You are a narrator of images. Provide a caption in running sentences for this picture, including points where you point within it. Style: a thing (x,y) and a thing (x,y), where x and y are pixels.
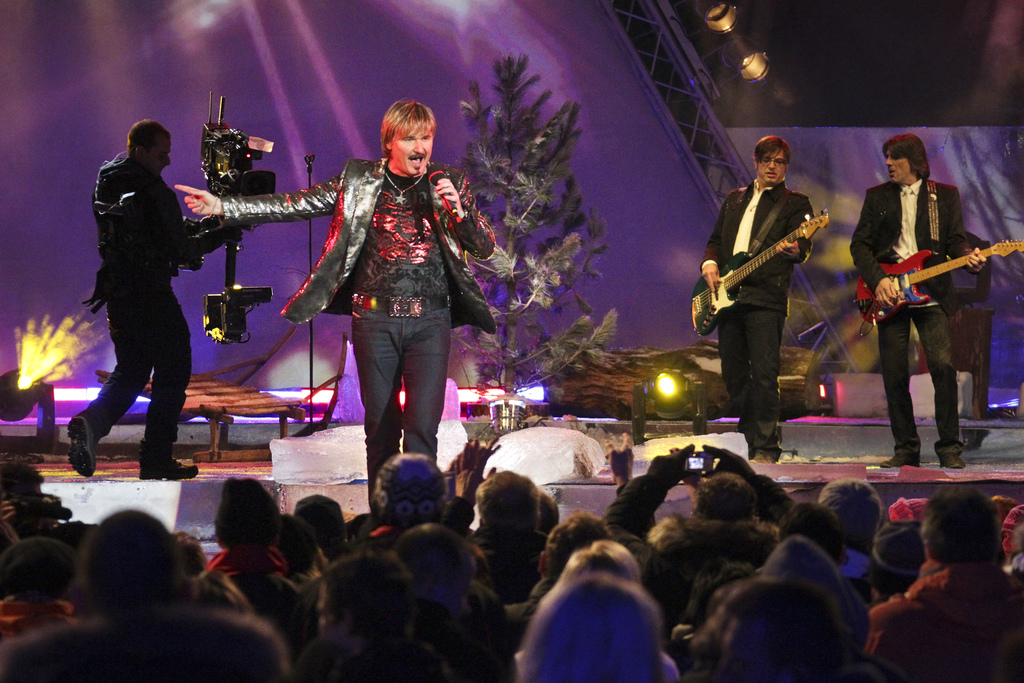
In this image I can see group of people (962,602) standing. In front (365,230) the person (428,259) is wearing black color dress (429,259) and holding a microphone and singing. Background (873,250) I can see two persons (805,250) playing musical instruments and a person (168,205) holding a camera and plants (503,274) in green color and I can see few lights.
